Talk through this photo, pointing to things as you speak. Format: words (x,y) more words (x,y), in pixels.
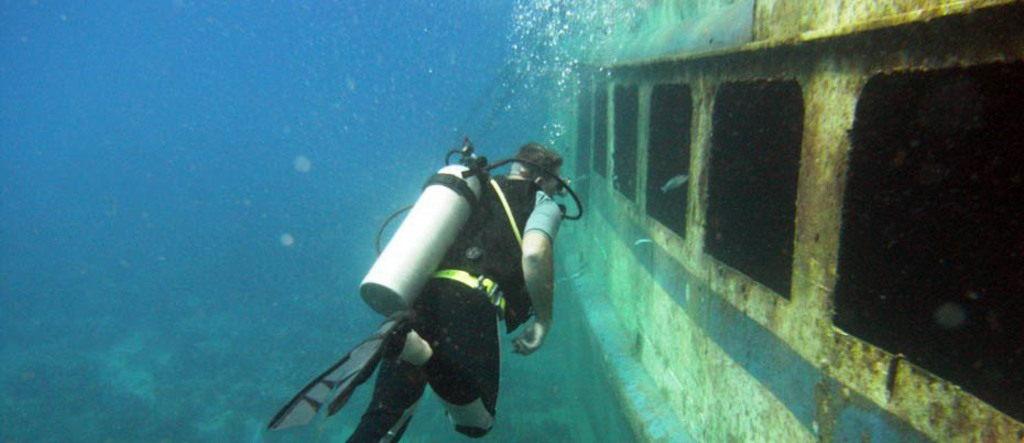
This image is taken in the sea (355,284). In the middle of the image (468,281) a man (405,374) is scuba diving in the sea (498,397). He has worn an oxygen mask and diving fins (317,396). There is an oxygen cylinder (438,236) on his shoulder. On the right side of the image (961,172) there is a ship (924,411) under the sea (598,409).
